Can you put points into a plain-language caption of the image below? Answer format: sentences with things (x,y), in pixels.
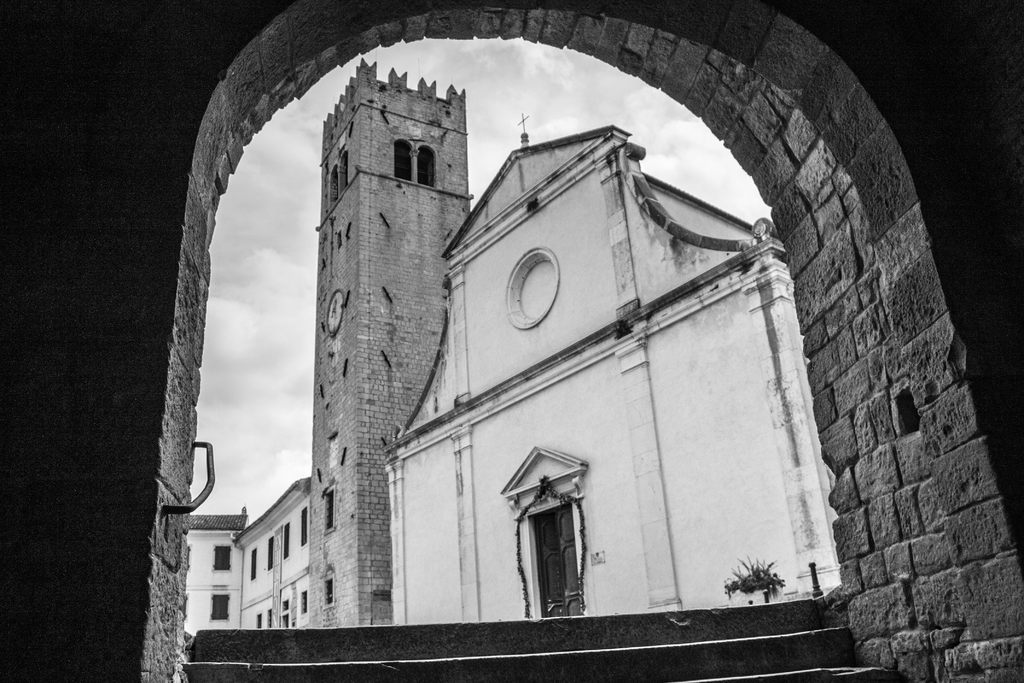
This is a black and white image. In this image we can see some buildings (577,383) with windows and a door (540,605). We can also see a plant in a pot (739,597), a staircase (547,625), a tower (405,329) with a clock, an arch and the sky (309,337) which looks cloudy.
